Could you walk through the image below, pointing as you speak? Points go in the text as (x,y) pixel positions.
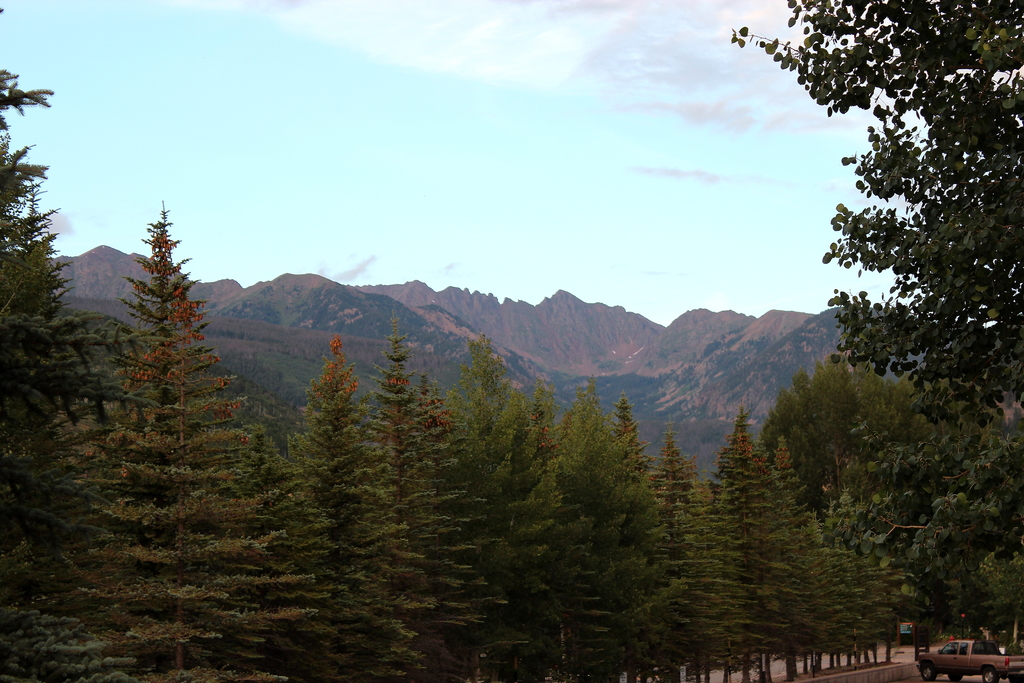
In this picture we can see a vehicle (936,662) and behind the vehicle (967,643) there is a board (906,641), trees (905,601), hills (292,319) and the sky (378,165).
